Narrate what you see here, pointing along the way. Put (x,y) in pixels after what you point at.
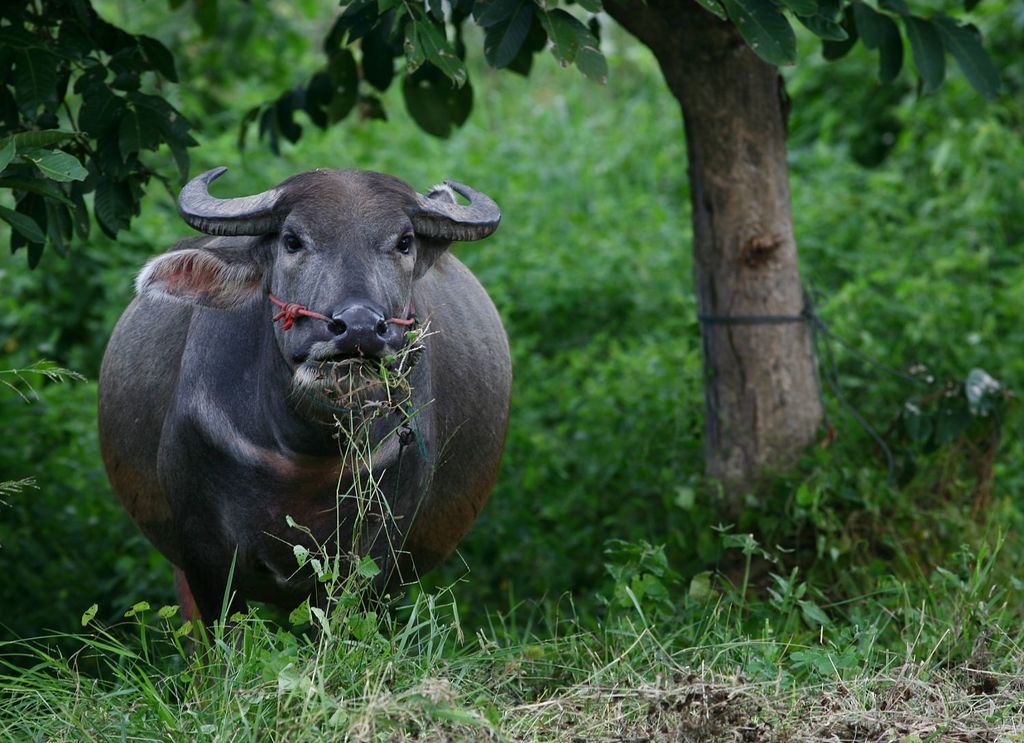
This picture contains a buffalo (307,397) which is grazing the grass (338,434). At the bottom of the picture (422,664), we see grass (775,632) and herbs (814,656). In the background (666,156), there are trees (725,148) and herbs (588,286).
